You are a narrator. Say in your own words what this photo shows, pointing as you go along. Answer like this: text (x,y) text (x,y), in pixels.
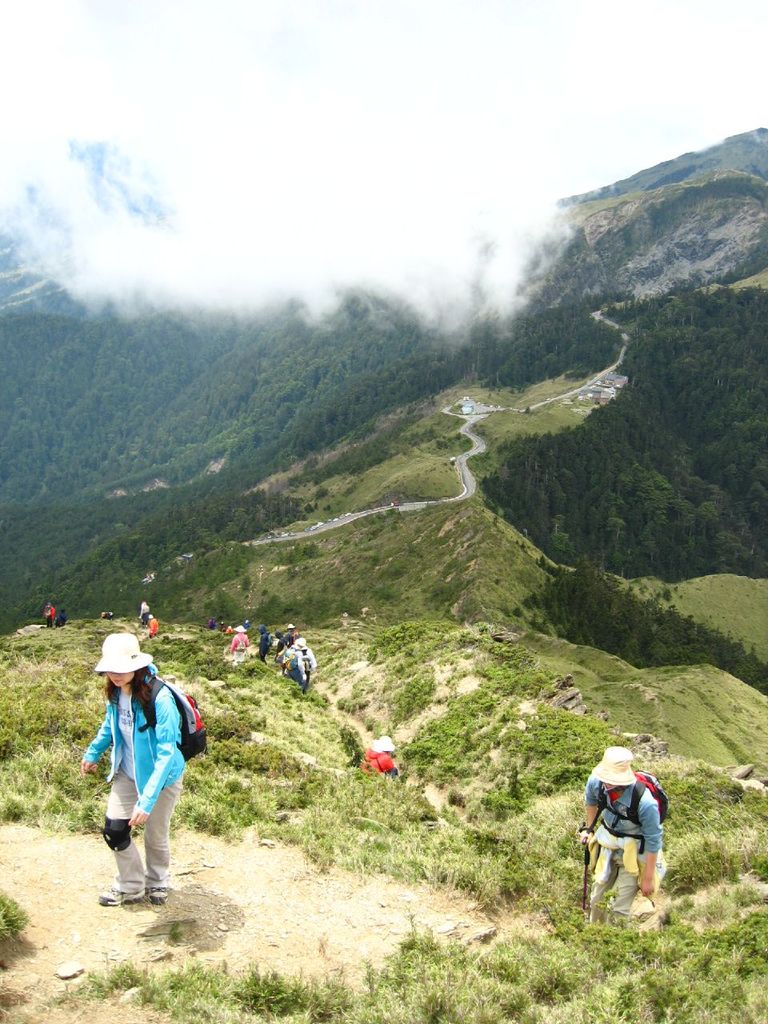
This is the picture of a mountain (466,823). In this image there are group of people (625,862) climbing the mountain (39,689). There are trees (690,303) and there is a road (579,389) on the mountain (579,382). At the top (556,69) there is sky (565,65) and there are clouds (457,96).
